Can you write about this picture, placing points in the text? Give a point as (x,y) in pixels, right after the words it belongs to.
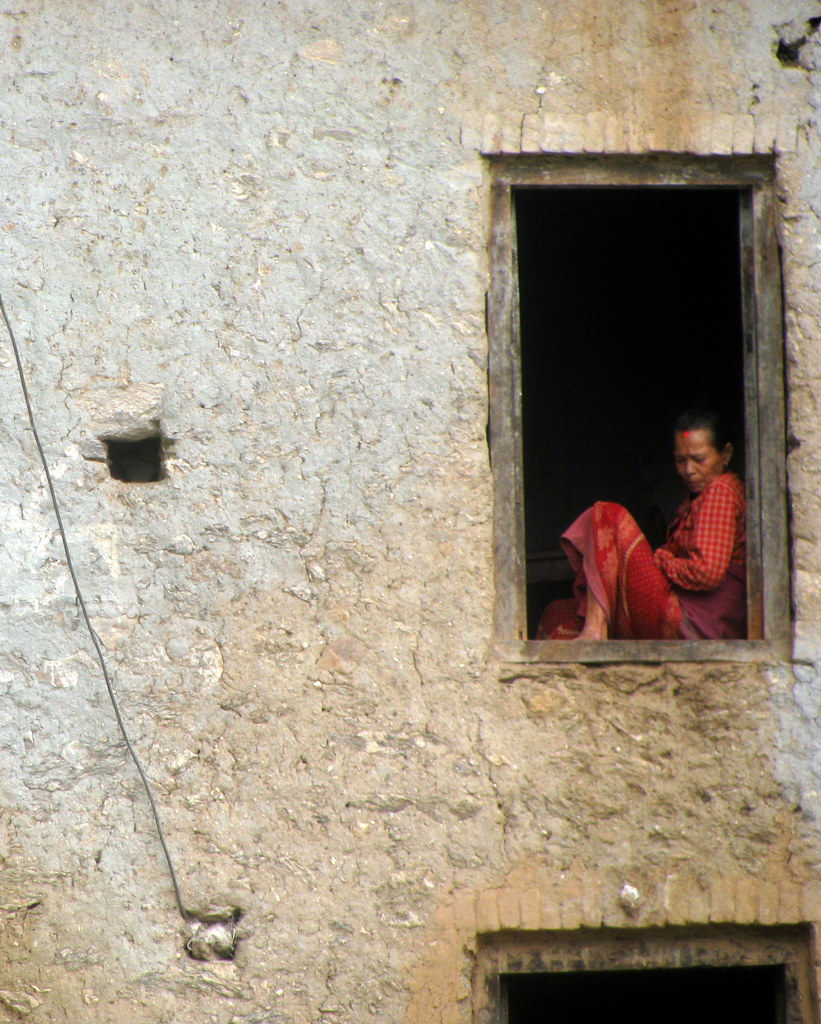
In this picture I can see a building (527,243) in front (59,974) and through the window (781,395) I can see a woman (625,589) sitting. On the left side of this image (179,893) I can see a black color wire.
